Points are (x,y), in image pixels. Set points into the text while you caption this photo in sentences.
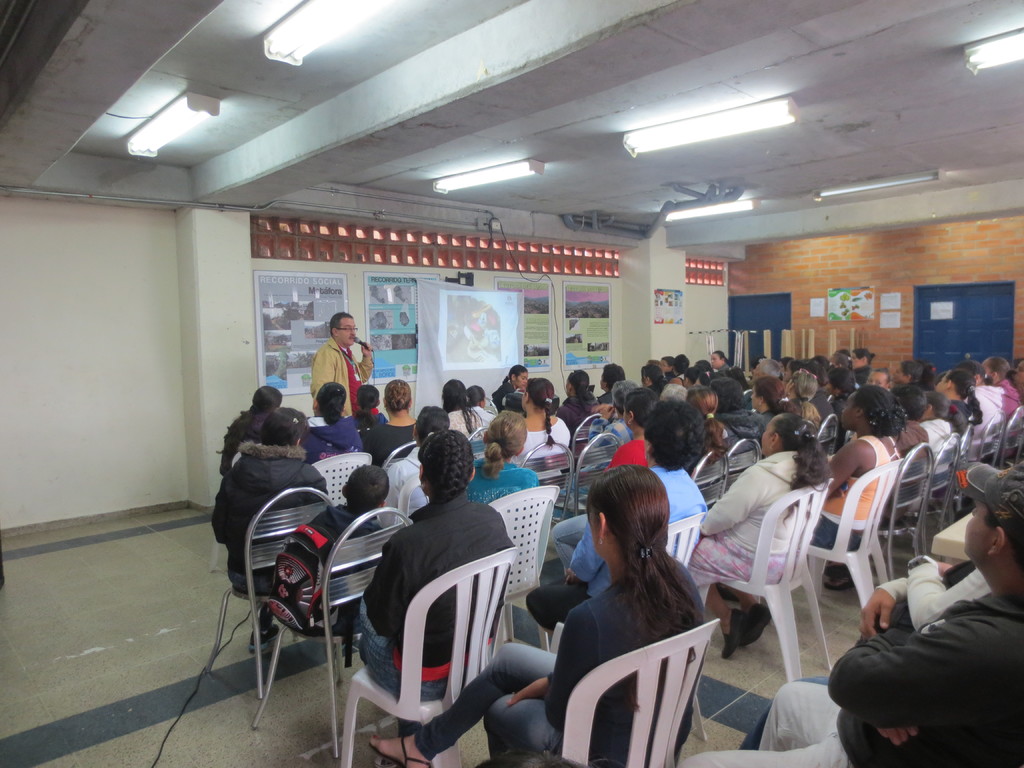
In the image we can see there are people (613,557) sitting on the chair (428,703) and there is a man (349,346) standing and holding mic (366,347) in his hand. Behind there are posters (409,331) and projector screen (493,312) on the wall (553,337).
